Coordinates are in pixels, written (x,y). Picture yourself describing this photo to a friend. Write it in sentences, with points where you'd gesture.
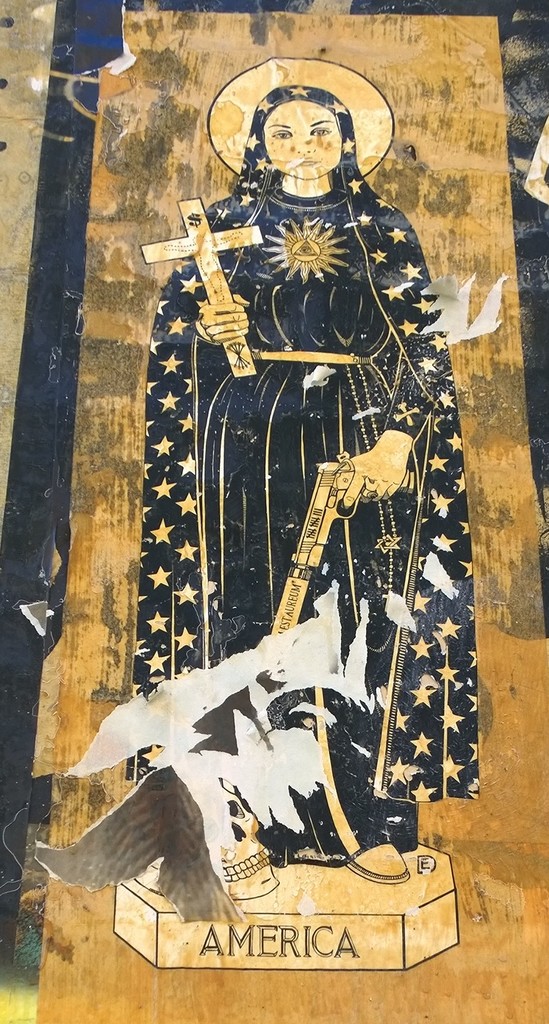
In the foreground of this image (267,542), there is painting (280,870) on a wooden plank (100,425).
